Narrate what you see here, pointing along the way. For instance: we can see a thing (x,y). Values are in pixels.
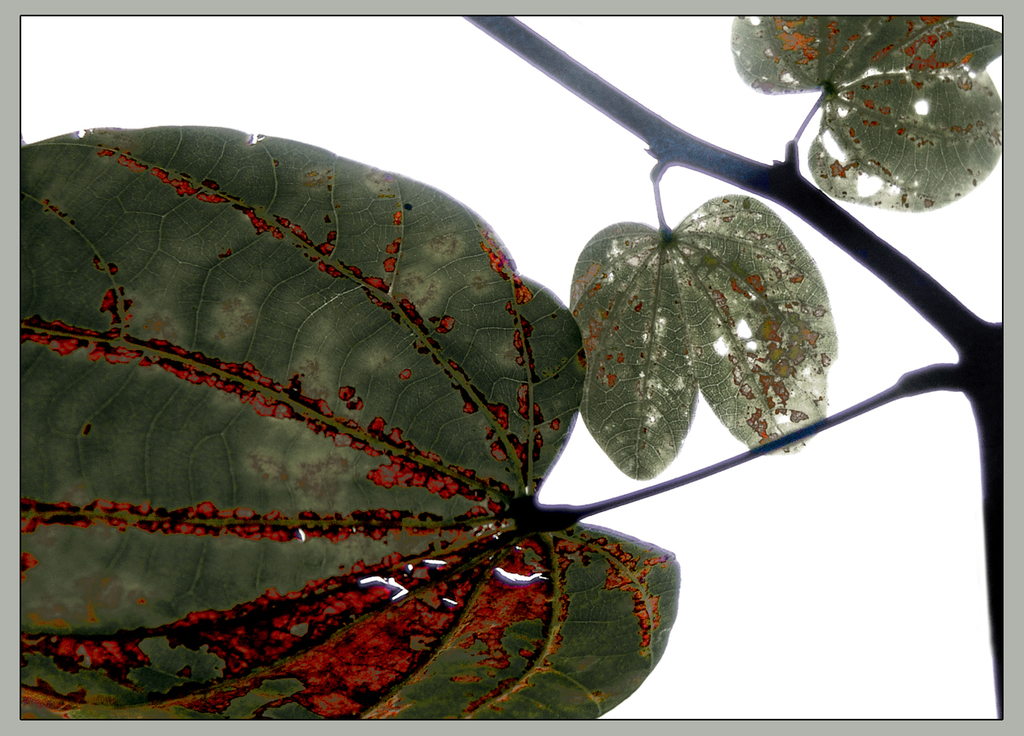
In this image I can see few green colour leaves (612,324) and I can also see white colour in the background (902,498) and on the right side of this image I can see stems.
